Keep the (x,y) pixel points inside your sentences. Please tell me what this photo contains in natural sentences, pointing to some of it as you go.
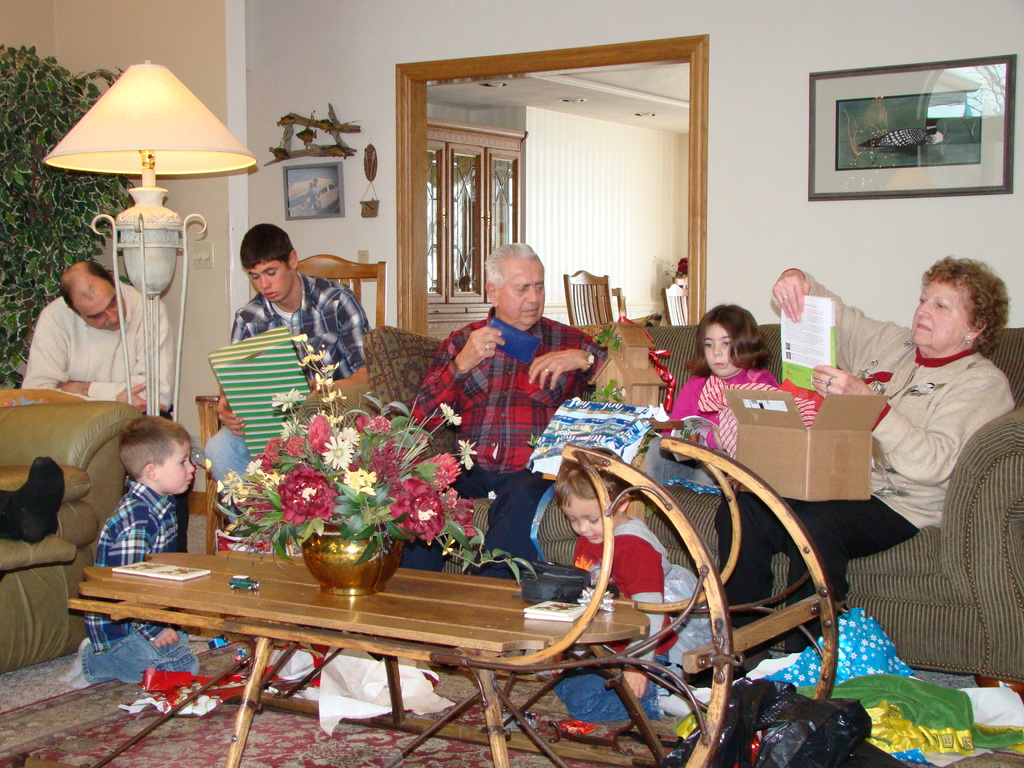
This image is taken in a room (647,463). There are seven persons (144,456) in this room (756,511), three kids (666,473) and four adults (43,346). There is a lamp (143,181) in the left side of the image (146,198), there is a sofa (63,546) in the left side of the image (20,559), in the middle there is a floor mat (165,735) on the floor (231,740). In the middle (364,502) there is a table (461,620) and a flower pot (369,541), flower vase (367,577) on it. There is a book (170,575) on the table (172,591), there is a plant (22,169) on the left side of the image (45,141). There is a wall (296,40), there is a frame (870,123) on the right side of the wall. There is a cardboard box (823,448) on the woman's lap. There are empty chairs (678,314) in the middle of the room (656,306), a man (518,430) is sitting on a sofa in the middle of the room (509,403).
